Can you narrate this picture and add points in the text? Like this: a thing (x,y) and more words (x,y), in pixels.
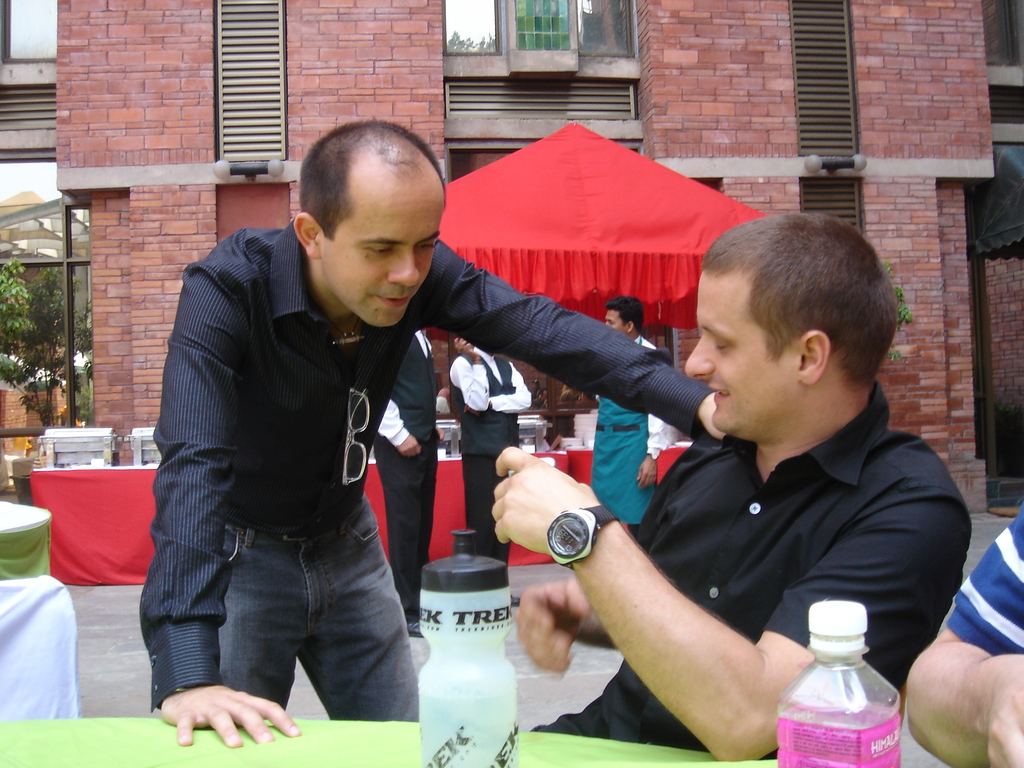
The person (295,414) in the left (287,436) is standing and there are two other persons (746,546) sitting beside him and there is a table (555,752) in front of them which has water bottles (459,661) on it and there are some people (487,416) standing in the background (480,399).
